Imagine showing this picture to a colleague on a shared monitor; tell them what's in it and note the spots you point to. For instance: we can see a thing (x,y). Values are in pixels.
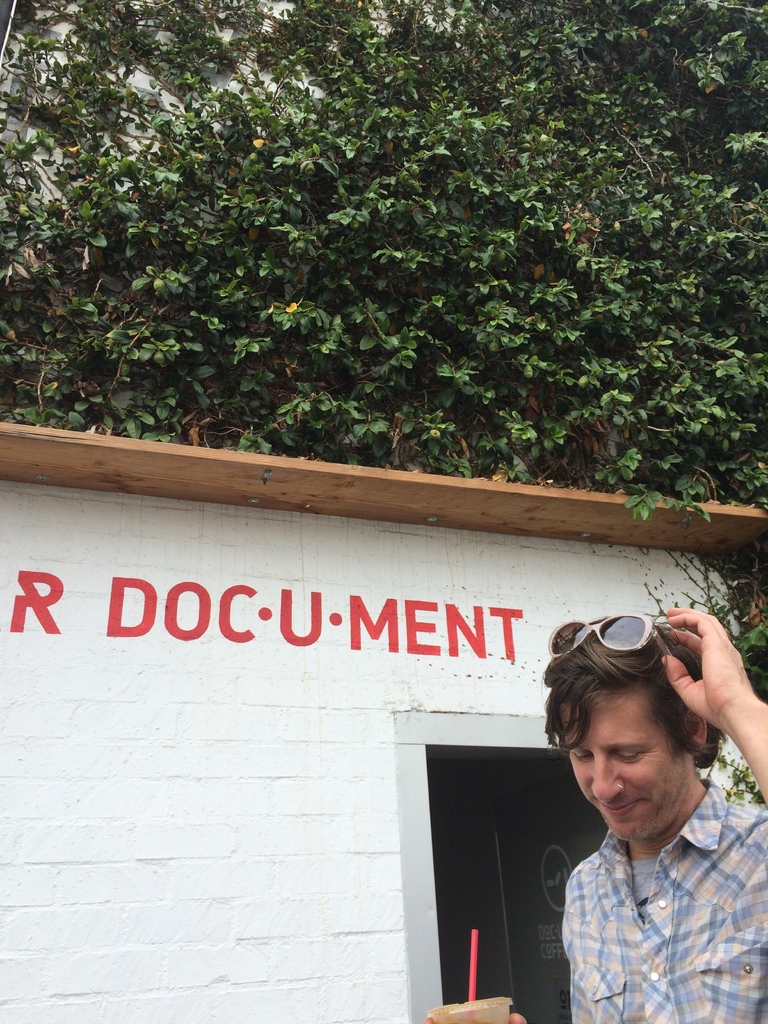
In the image we can see a man (741,921) wearing clothes (678,916) and the man (633,857) is smiling. He is holding a glass (482,1016) and straw (472,997) in the glass (454,1004). Beside him there is a house (291,721) and red color text (360,636) on it. Here we can see a tree (364,302).
